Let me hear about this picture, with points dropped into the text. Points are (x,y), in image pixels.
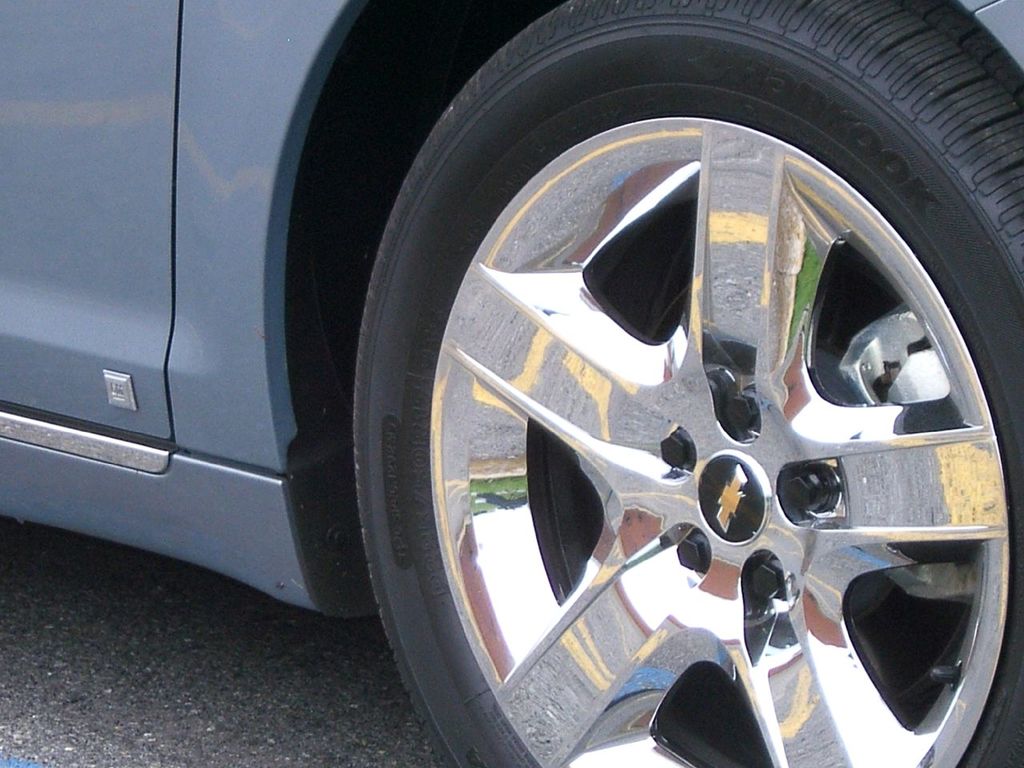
In the picture we can see the car wheel (1002,103) and we can see the wheel alloys (509,479) to it. The car (513,680) is in the silver which is on the road (206,703).
